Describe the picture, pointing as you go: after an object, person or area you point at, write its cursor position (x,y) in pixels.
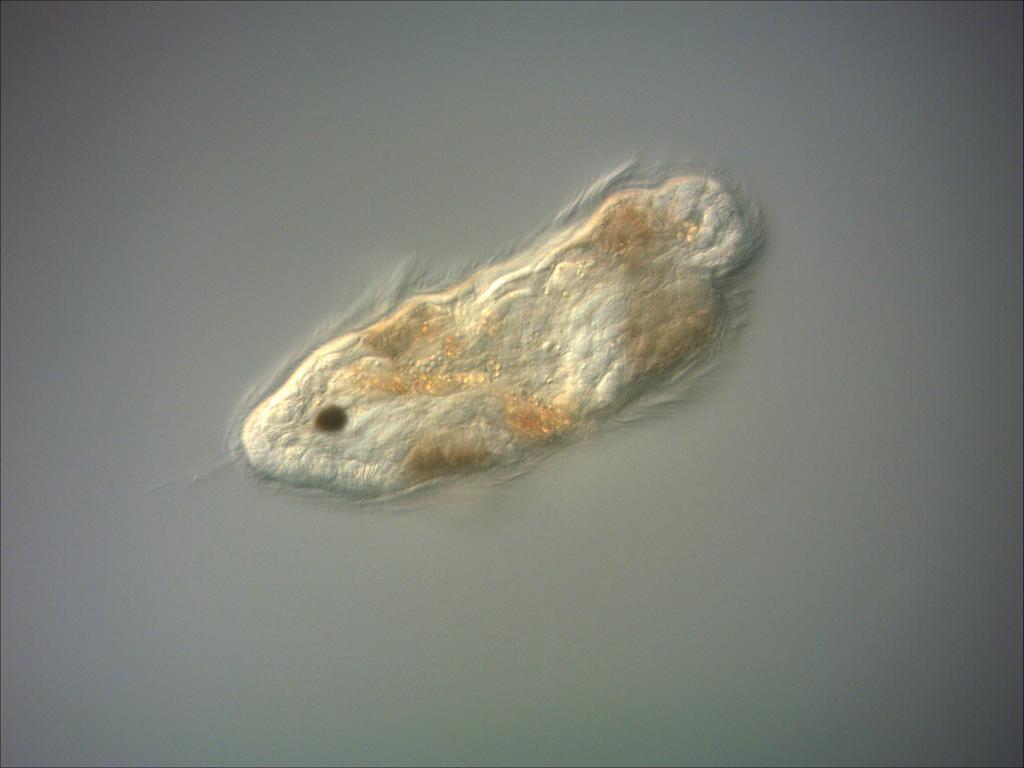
This is a zoomed in picture. In the center (543,397) there is an object (485,364) seems to be an organism (616,301).
